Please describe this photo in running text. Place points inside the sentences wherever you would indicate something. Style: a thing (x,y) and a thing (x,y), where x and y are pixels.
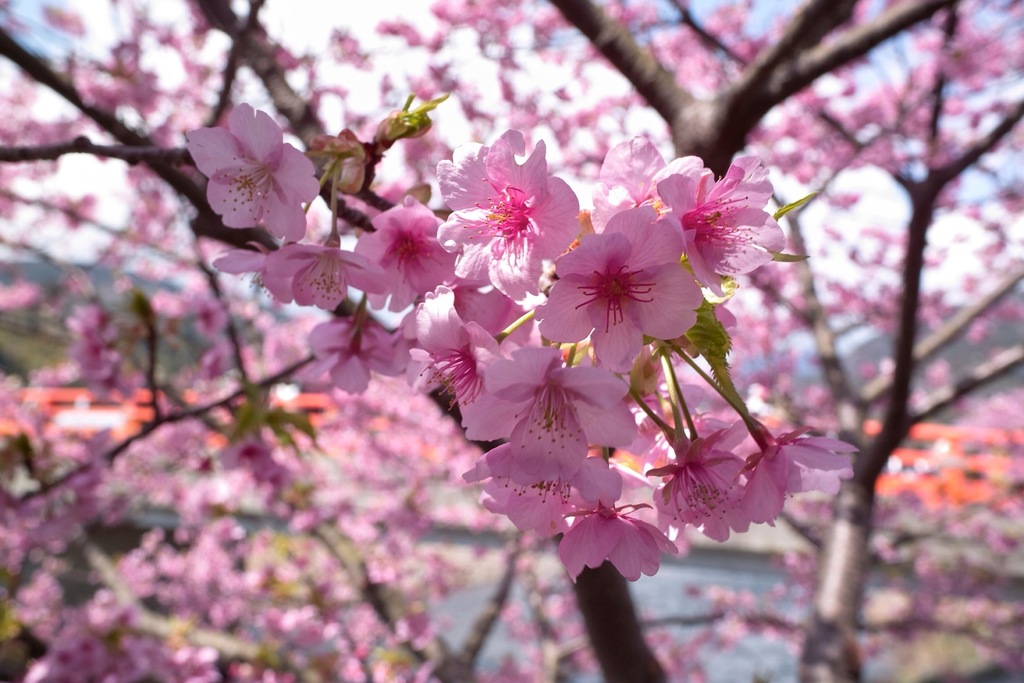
In this image there are flowers (763,497) for a tree (278,52), in the background (807,212) it is blurred.
